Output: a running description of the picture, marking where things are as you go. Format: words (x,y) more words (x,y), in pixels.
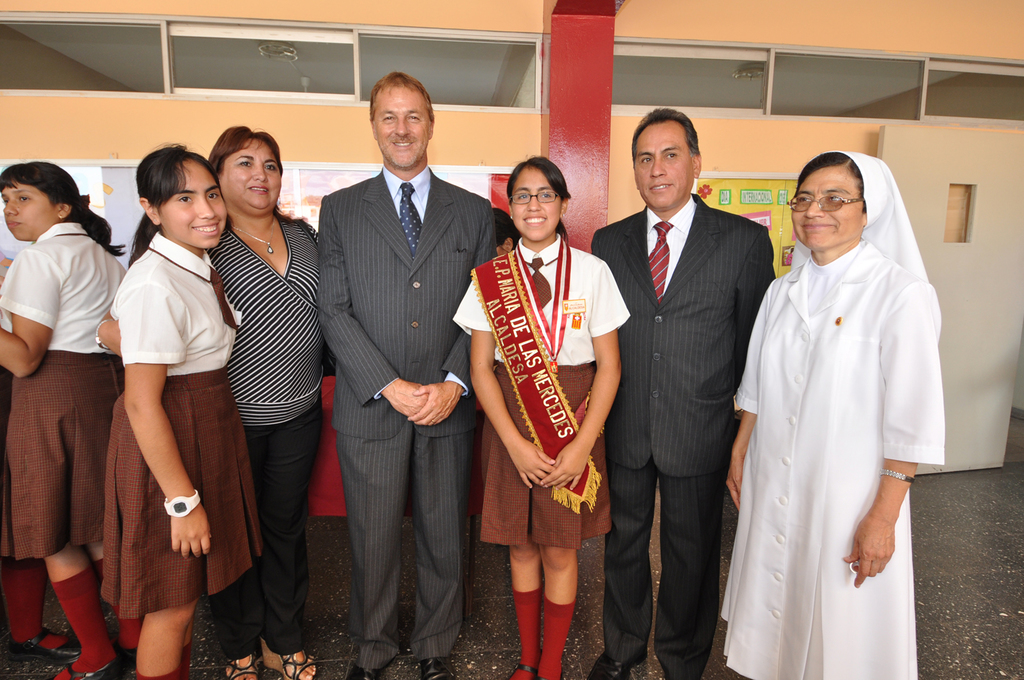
In the picture I can see some group of people (499,331) are standing and taking picture, behind we can see some cabins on which some papers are sticked.
